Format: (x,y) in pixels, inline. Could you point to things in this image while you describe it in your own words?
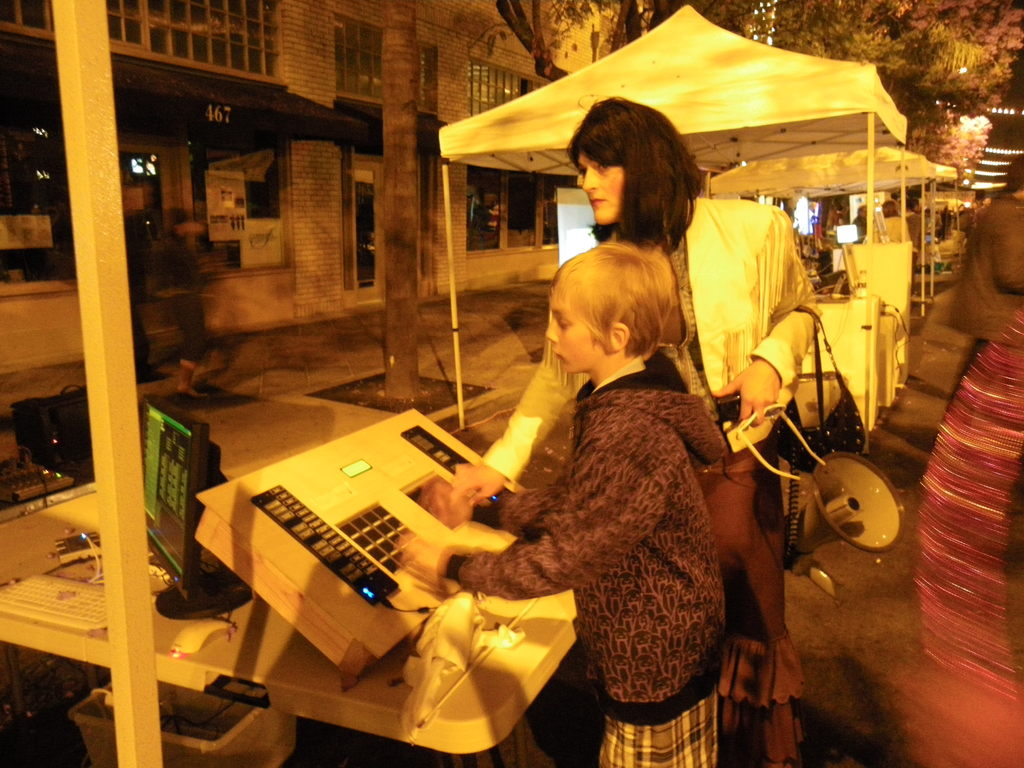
In this picture we can observe a child (608,520) standing in front of a device (329,529) placed on the white color table (187,662). We can observe a monitor (148,438) and a pole (126,473) on the left side (157,470). There is a woman (693,353) holding a loudspeaker (806,509) in her hand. In the background (682,94) we can observe white color tent (724,134). On the left side (148,320) there is a building (268,223) and a tree (407,380). In the background (988,160) there are some lights (984,172) and trees (897,45).
